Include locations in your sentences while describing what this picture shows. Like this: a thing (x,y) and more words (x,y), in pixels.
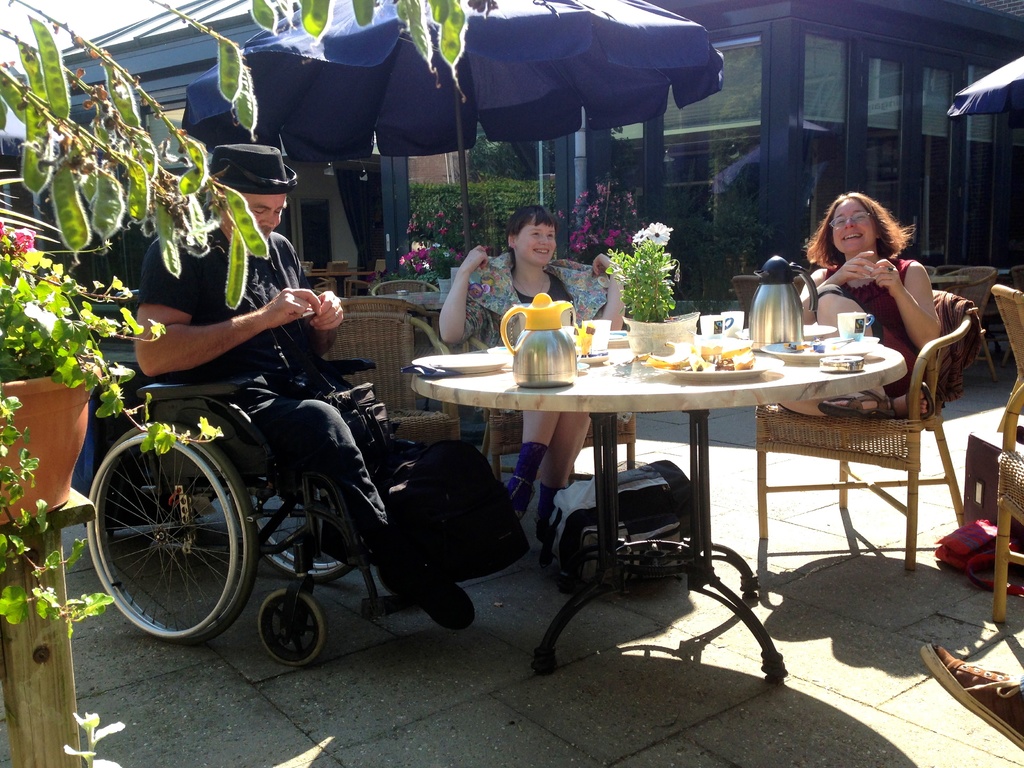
In the image we can see there are people (473,327) who are sitting on chair (953,315) and a man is sitting on wheel chair (176,416) and on table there are water jug (542,336). In plates (781,348) there are food items (682,363) and cup (854,330).
